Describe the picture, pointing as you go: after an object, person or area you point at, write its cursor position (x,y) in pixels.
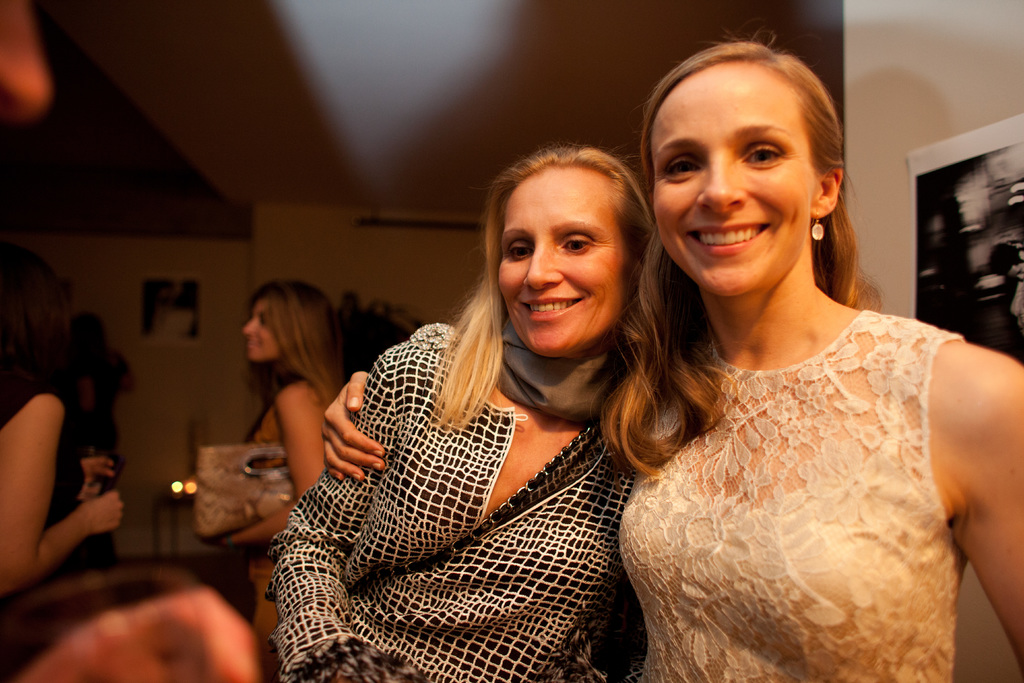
At the top (229,55) we can see ceiling (380,55). In the background (290,249) we can see a poster (180,300) on the wall (363,268). In this picture we can see women (719,89). We can see a purse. On the right side (942,211) we can see a poster (992,211) on the wall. We can see women (593,397) standing and they both are smiling.
